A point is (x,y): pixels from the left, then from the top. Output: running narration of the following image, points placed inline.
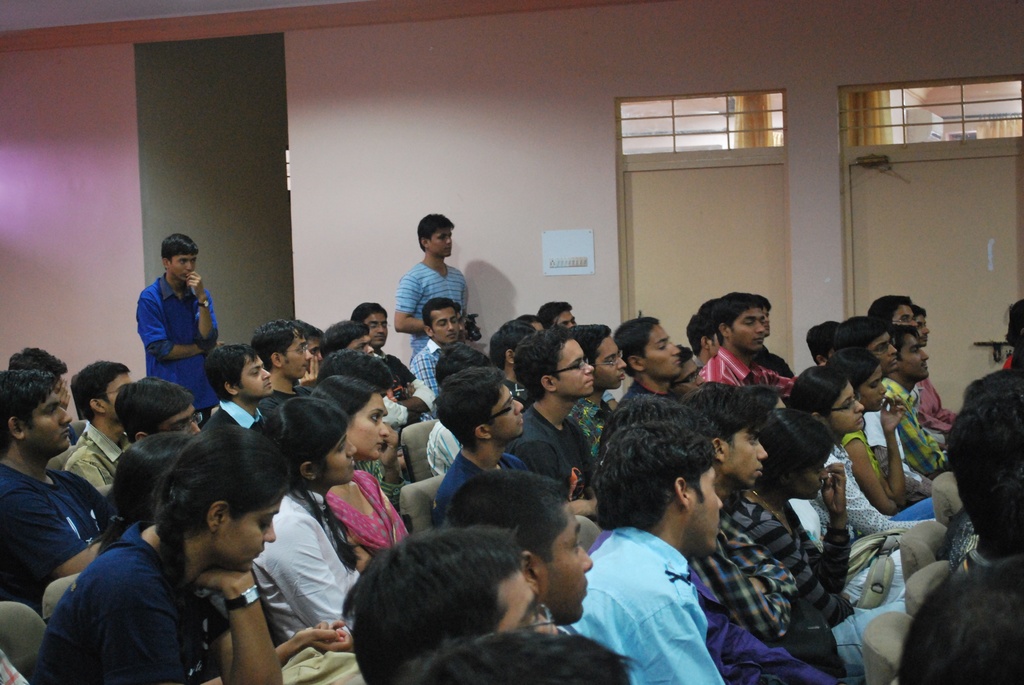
In this image there are group of people (219,441) sitting on the chairs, two persons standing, and there are doors (872,227), wall (1021,37).
